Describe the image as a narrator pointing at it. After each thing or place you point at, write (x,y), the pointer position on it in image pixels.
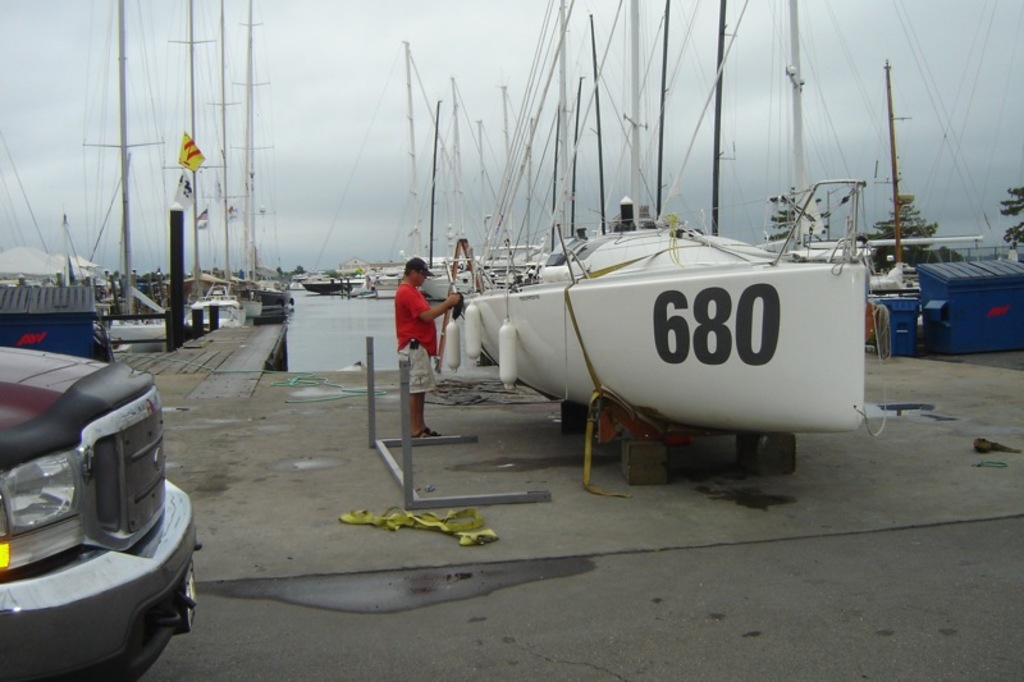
A person (408,294) is standing beside this boat (601,369). Left side of the image (164,574) we can see vehicle (164,590) and poles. On water (362,311) there are boats (371,275). Right side of the image (921,283) there are trees (890,247), bins (957,299) and pole (889,120).
